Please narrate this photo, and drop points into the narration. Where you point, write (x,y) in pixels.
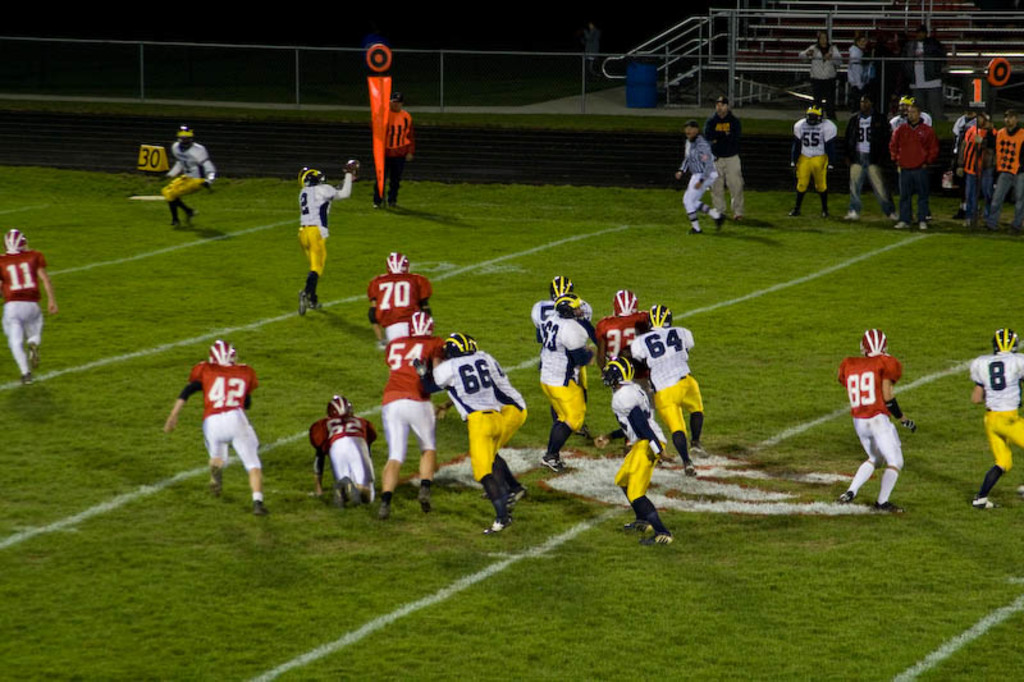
In the picture we can see a playground (59,579) on it we can see some people (33,309) are in sports wear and helmets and they are running here and there and besides to them we can see some people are standing and behind them we can see a fencing (355,87) and behind it we can see a railing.
